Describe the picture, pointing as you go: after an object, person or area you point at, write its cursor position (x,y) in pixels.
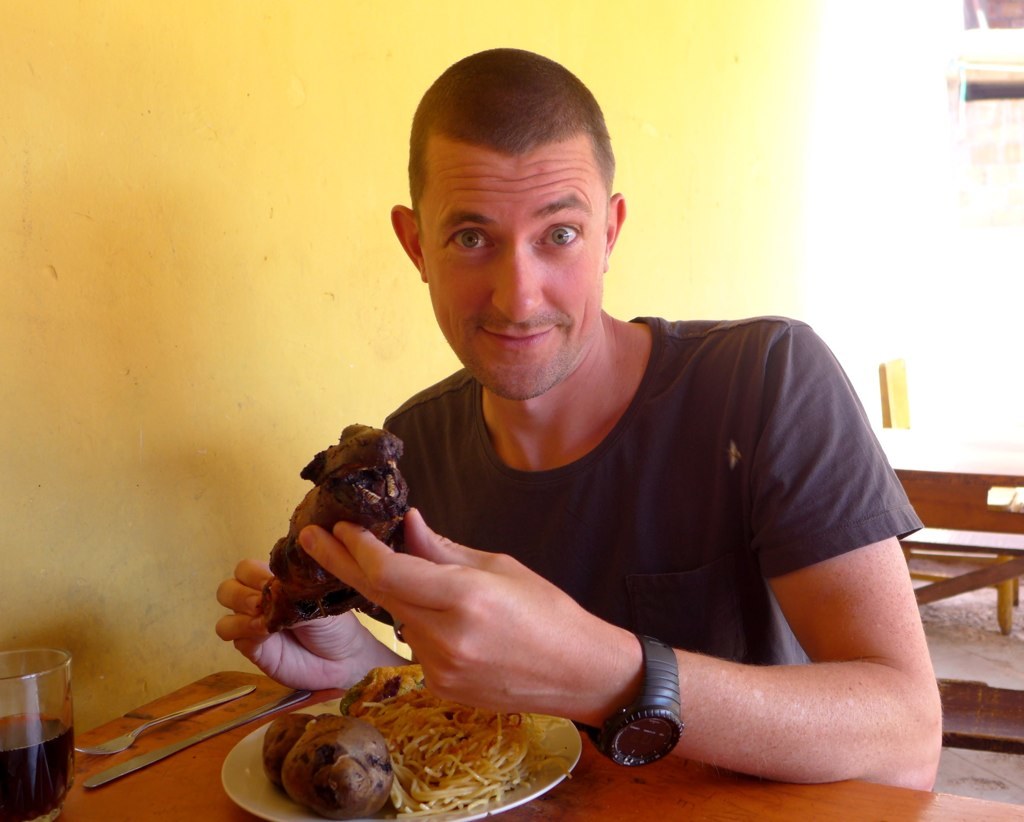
As we can see in the image there is a wall (230,166), a person (767,367) wearing black color shirt (642,461) and there is a table (623,811). On table (851,820) there is glass (52,776) and plate (519,797). In plate (556,773) there is a dish (506,751).
